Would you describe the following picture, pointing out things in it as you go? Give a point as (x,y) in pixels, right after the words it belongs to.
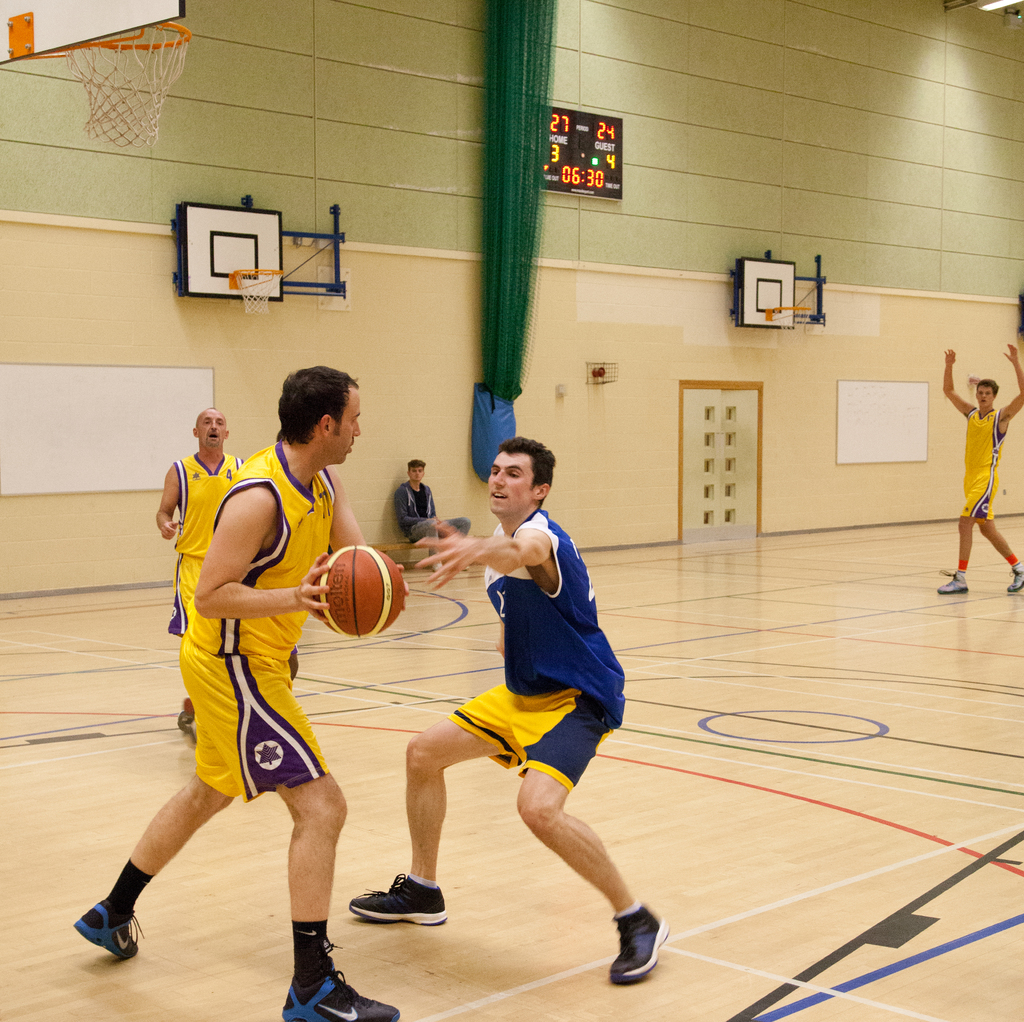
In this image we can see the persons (494,564) standing on the floor (485,614) and there is the other person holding a ball (391,566). And at the back (170,331) we can see the wall (184,349) with the door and there are boards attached to the wall (445,506). And there is the board (598,144) with numbers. We can see the basketball net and a green color object (522,10).
